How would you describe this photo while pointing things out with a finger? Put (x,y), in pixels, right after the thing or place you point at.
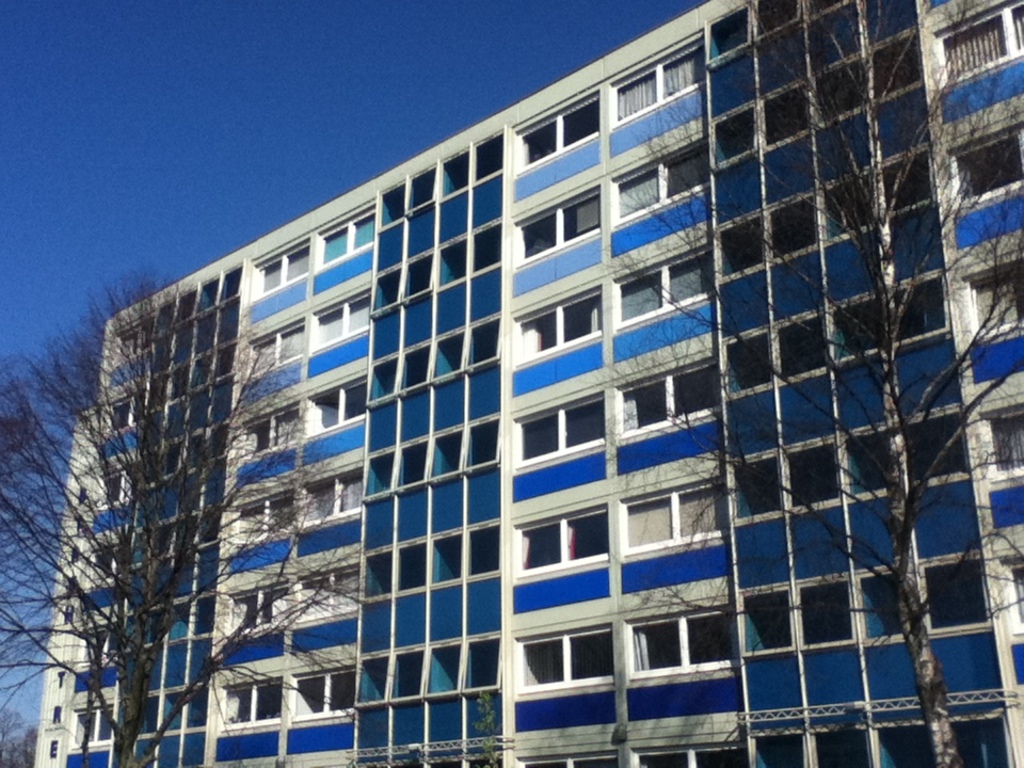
This picture consists of building (848,268), in front of building (530,317) there are two trees (211,507) and the sky (235,144) visible on the left side (185,195).
